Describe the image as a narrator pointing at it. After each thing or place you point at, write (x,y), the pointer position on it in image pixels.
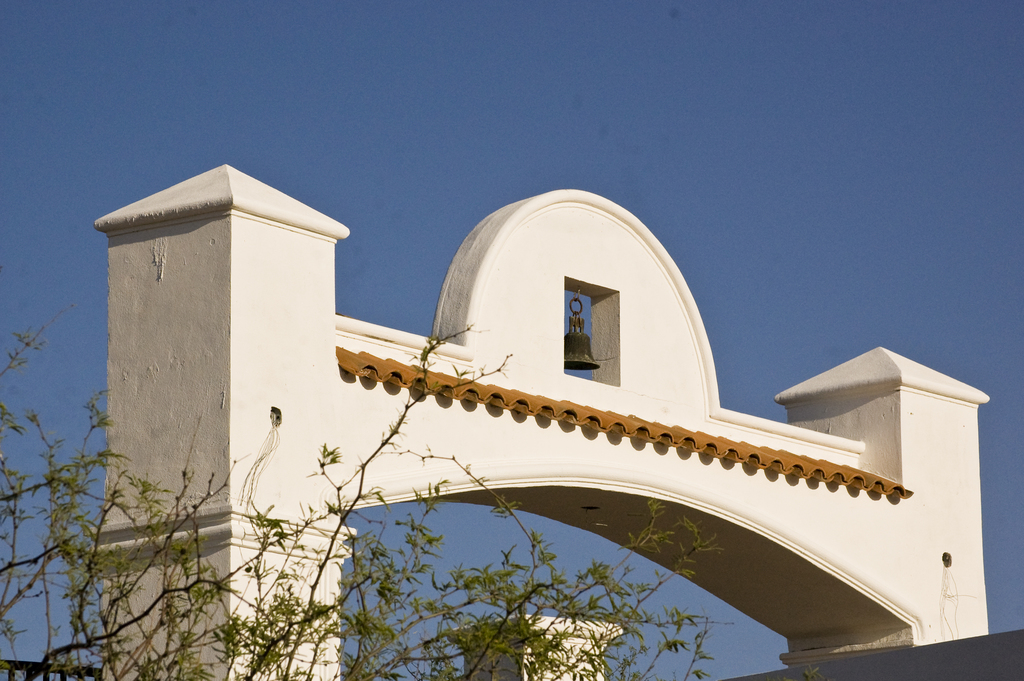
In this image we can see the wall (947,481) with pillars (935,442), one pillar (498,664) in the middle of the image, some wires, one bell (574,365) hanged to the wall (601,372), few objects (814,471) on the wall (576,271), some trees (549,590) on the ground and in the background (12,534) there is the sky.
